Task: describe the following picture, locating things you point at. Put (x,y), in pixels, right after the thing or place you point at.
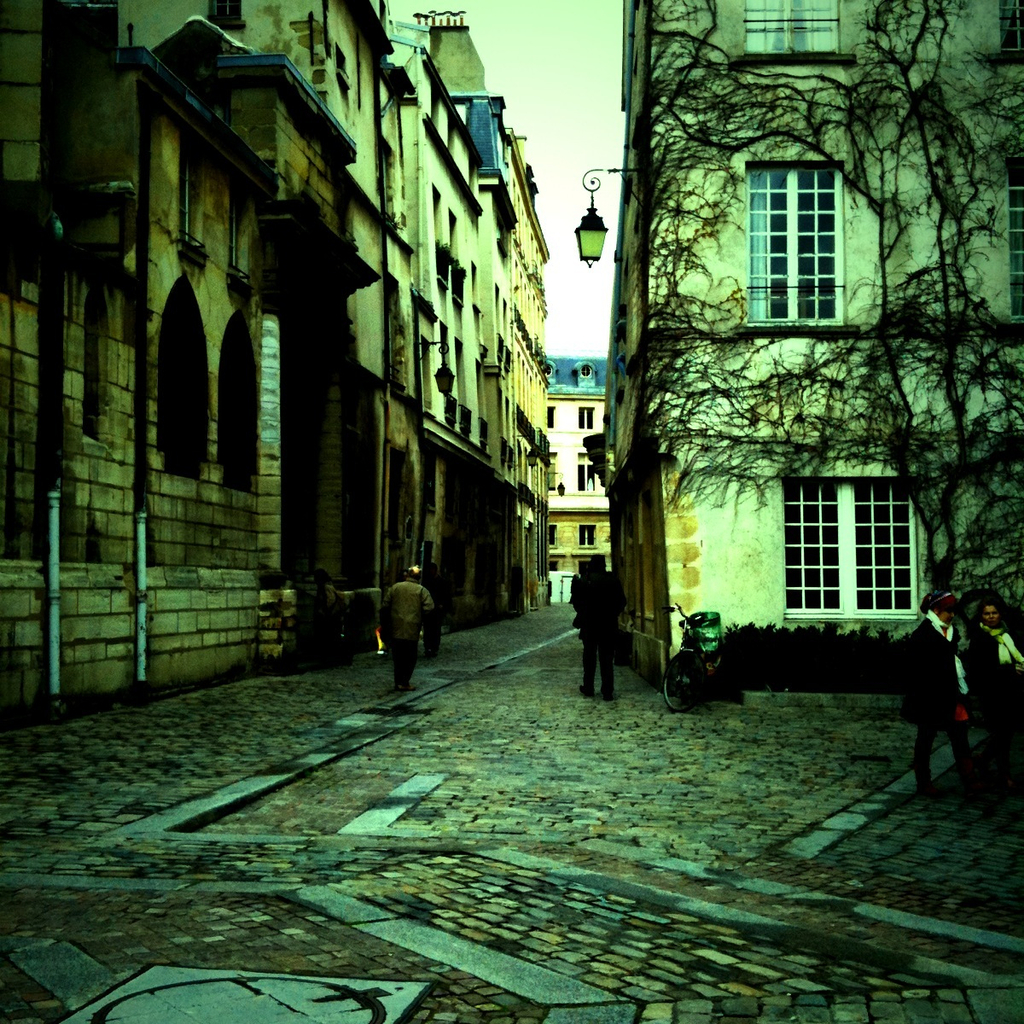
In this image there are a few people (432,635) walking on the streets (560,672). On the streets (694,713) there is a cycle (698,671), trash can (707,639) and plants (739,641). In the background of the image (638,658) there are buildings (683,315) with glass windows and lamps (596,228).
